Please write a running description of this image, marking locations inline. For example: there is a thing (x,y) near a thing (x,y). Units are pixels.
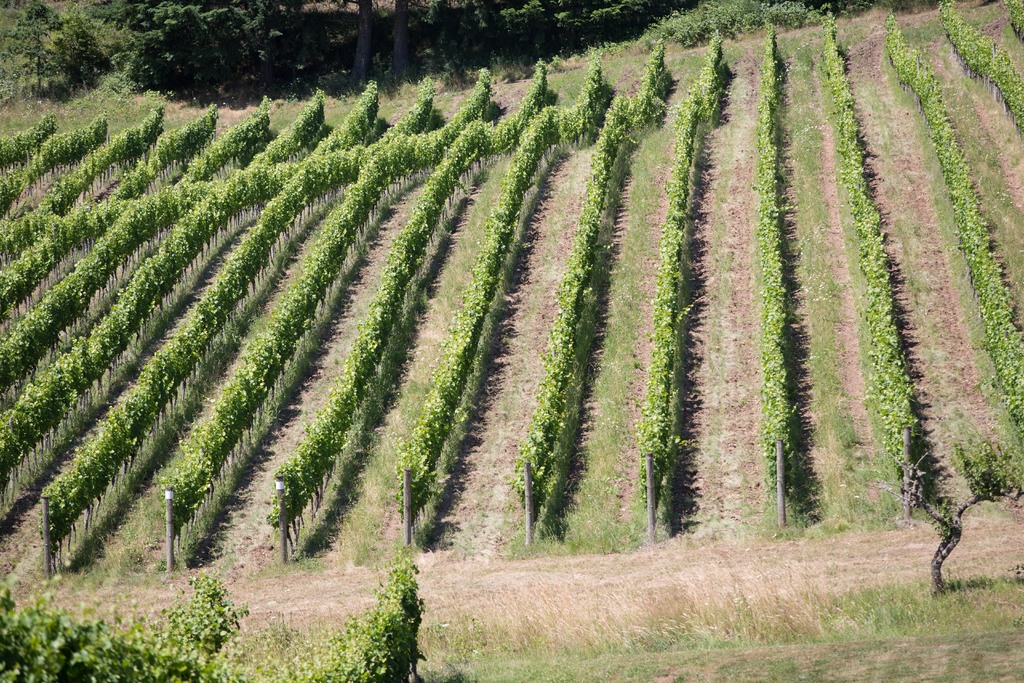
In this image I can see few poles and I can also see the plants (293,184) and trees (472,34) in green color.
